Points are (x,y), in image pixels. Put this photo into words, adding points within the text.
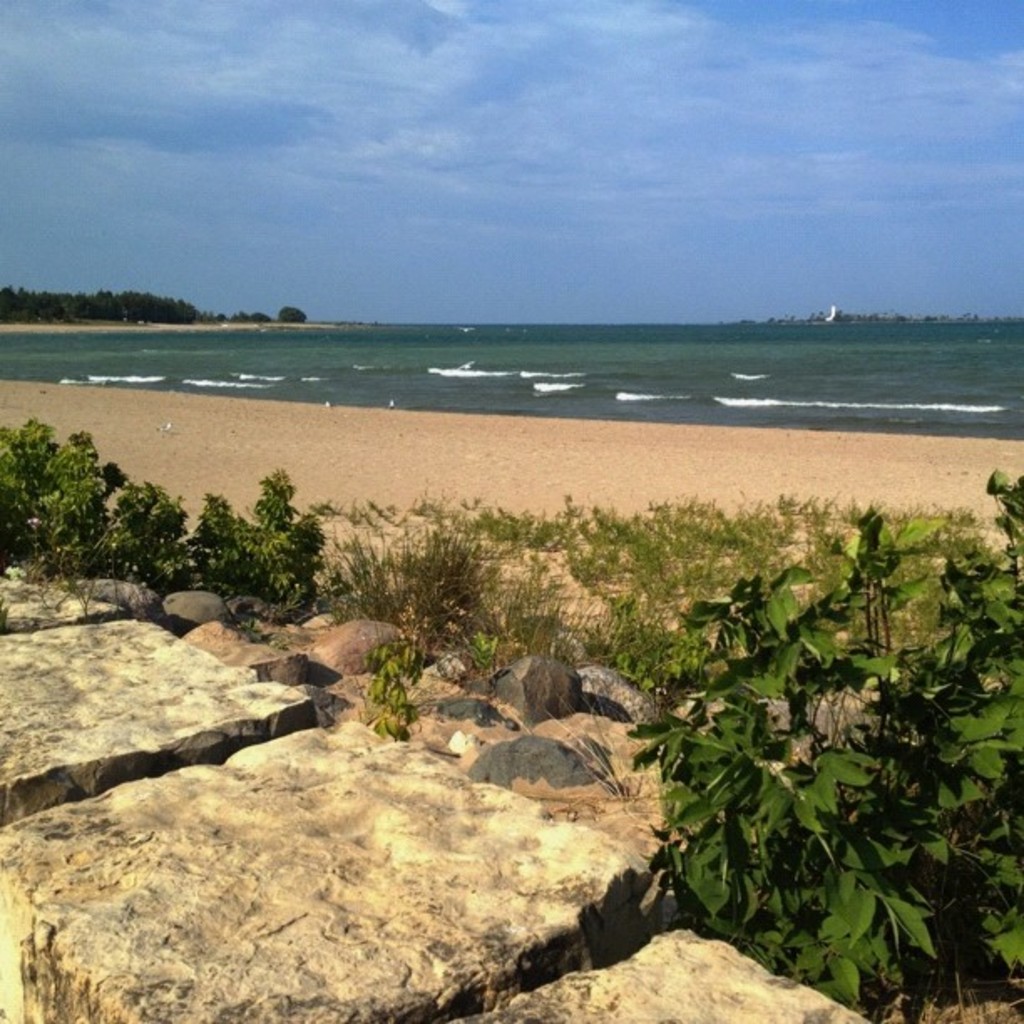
In this image we can see the ocean (29,345) and there are some trees (109,316) and plants (440,611) and we can some stones (192,871) at the bottom of the image (190,685). At the top (726,146) we can see the sky (654,95) with clouds (57,95).
